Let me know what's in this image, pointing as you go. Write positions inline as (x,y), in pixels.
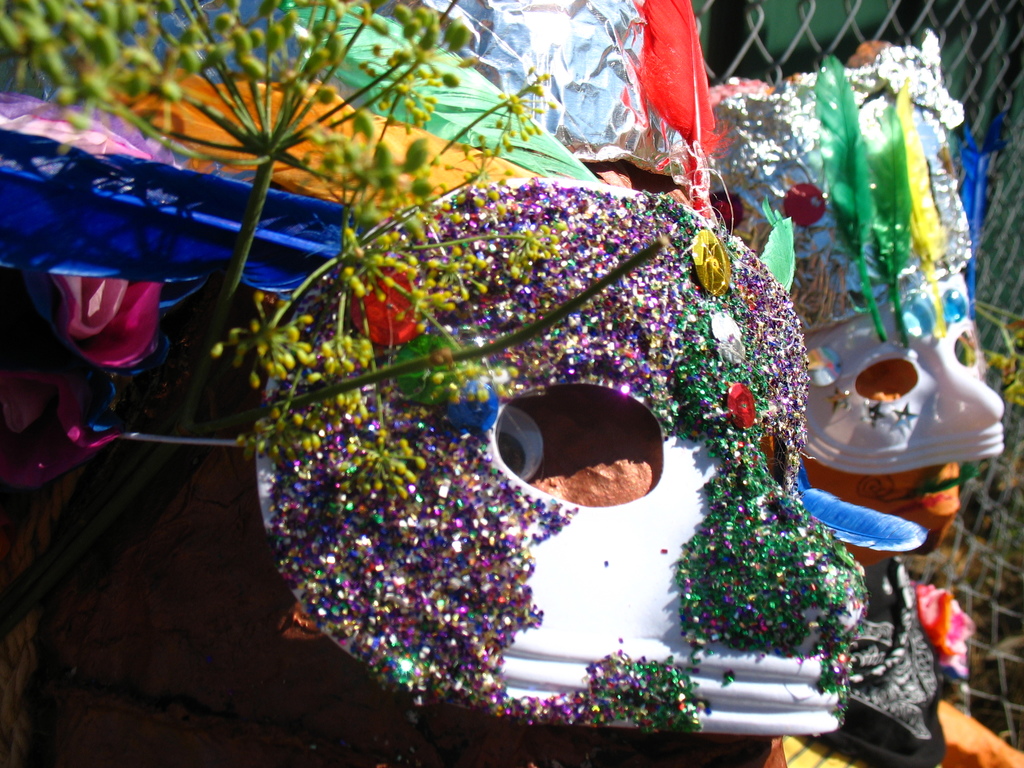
There are masks (804,349) presenting in this picture. There is a plant (264,410) on the left side of the image (277,423).
